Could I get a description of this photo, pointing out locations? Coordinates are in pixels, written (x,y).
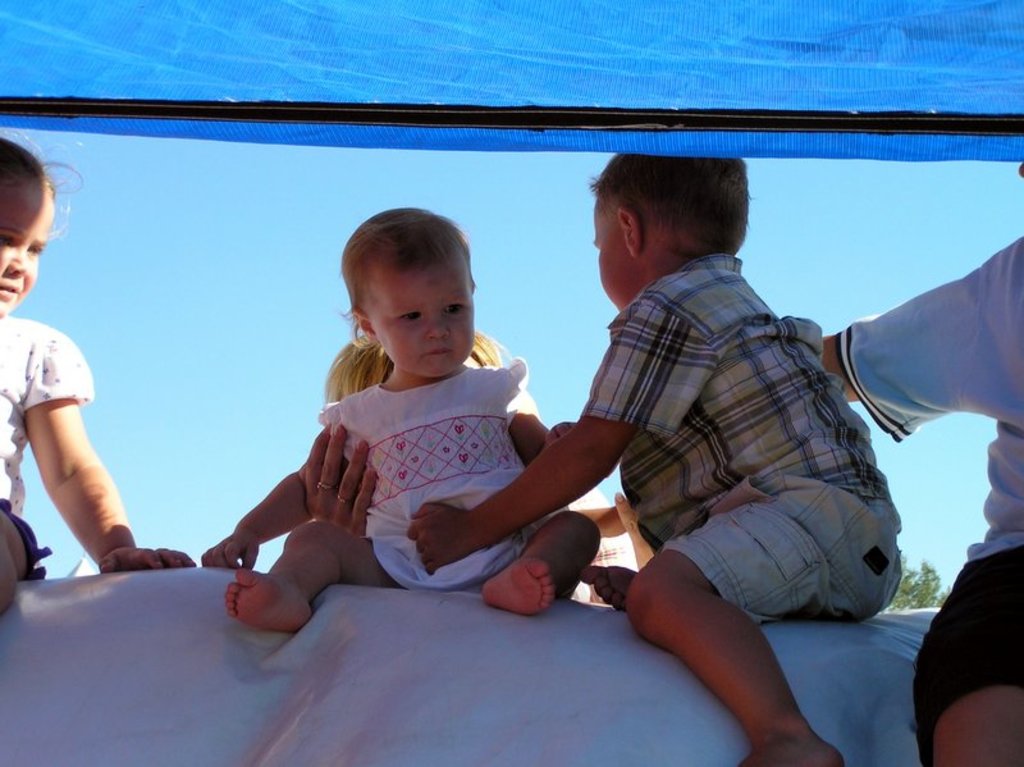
In this image, there are some kids (1018,765) sitting on the white color object (408,713), there is a woman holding a small kid (411,442) at the middle (430,447), at the background (246,233) there is a blue color sky (193,150).
